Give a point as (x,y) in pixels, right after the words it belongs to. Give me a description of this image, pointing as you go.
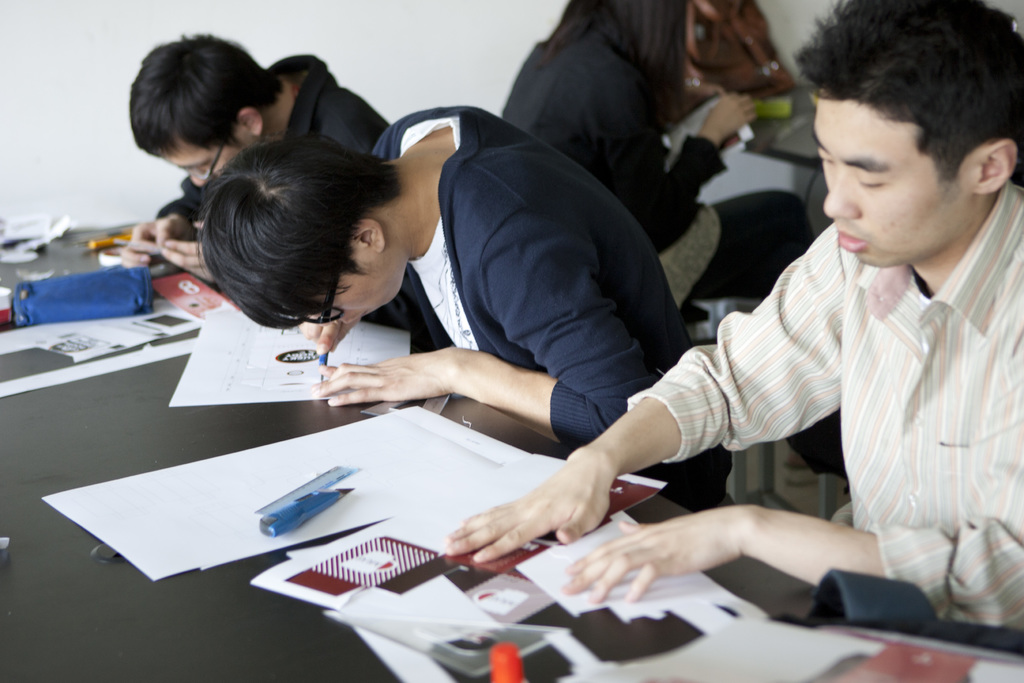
In this image, there are a few people (653,107). We can see some tables (784,125) with objects (338,554) like papers (374,458), scales (303,492). We can also see the wall (475,96). We can see a bag (715,75) on one of the tables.
